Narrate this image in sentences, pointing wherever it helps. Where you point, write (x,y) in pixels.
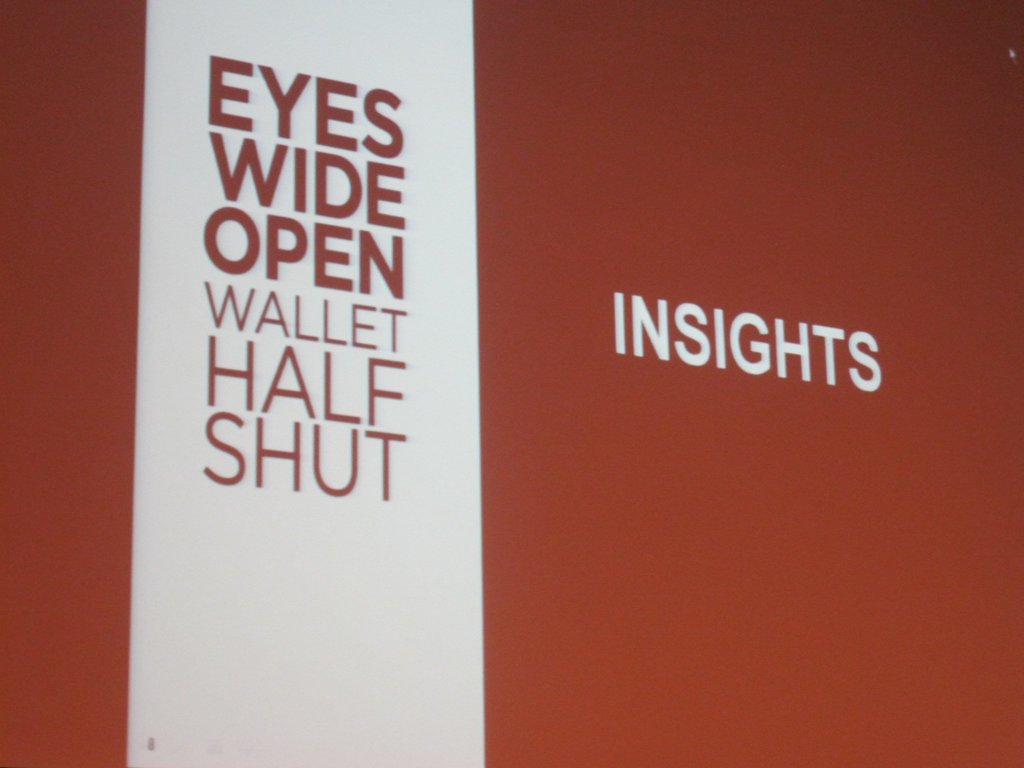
Here we can see texts (315,299) written on a platform (583,343).
